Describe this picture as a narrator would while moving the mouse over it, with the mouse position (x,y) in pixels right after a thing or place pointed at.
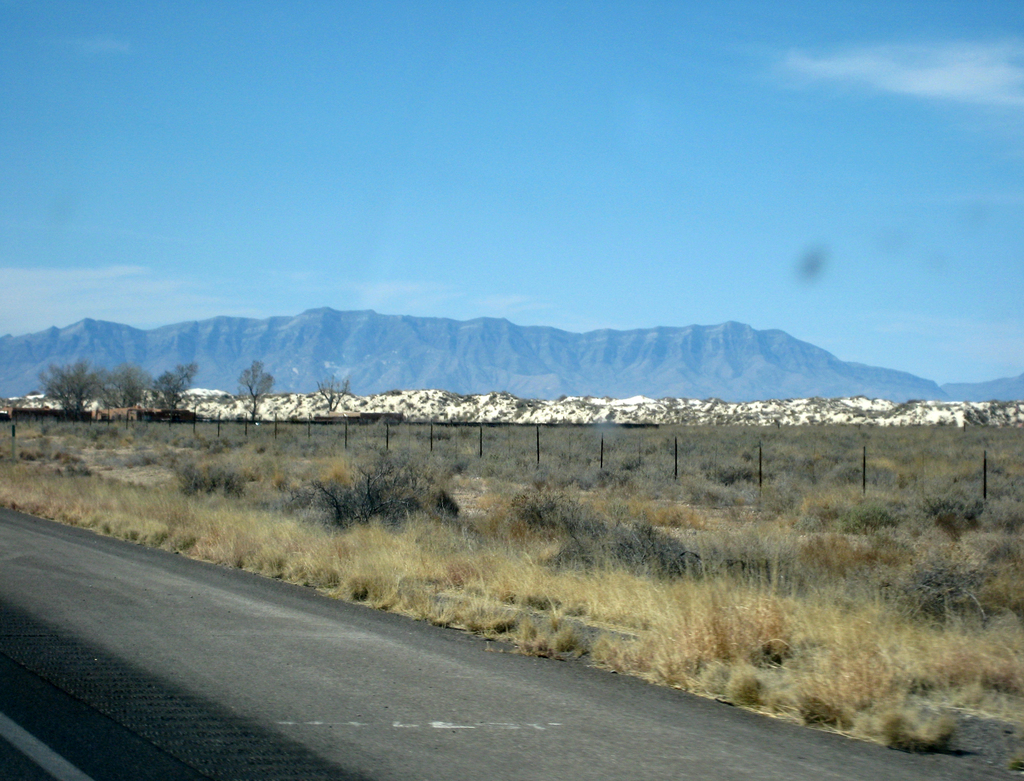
In this image I can see dry grass (792,679), fencing (675,451), trees (62,403) and mountains (435,381). The sky (560,100) is in white and blue color.
